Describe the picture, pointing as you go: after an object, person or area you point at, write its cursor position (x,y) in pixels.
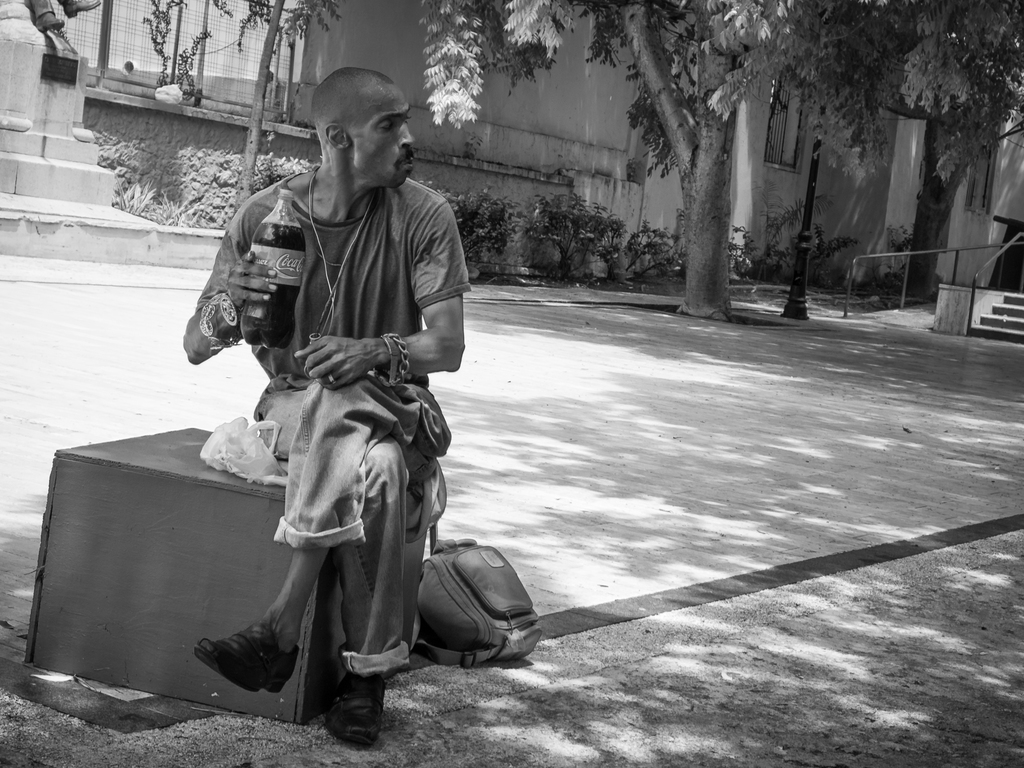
It is a black and white image. In this picture, we can see a person (317,450) is sitting on the box (209,561) and holding a bottle (263,264). Here there is a bag (487,610) on the walkway (668,677). Background (820,243) we can see stairs (1004,315), rods (955,248), pole (802,247), trees (725,166), plants (798,217), walls (751,212), mesh (235,73), grill (773,137). On the left side (59,19) top corner, it seems like a statue (46,15).
